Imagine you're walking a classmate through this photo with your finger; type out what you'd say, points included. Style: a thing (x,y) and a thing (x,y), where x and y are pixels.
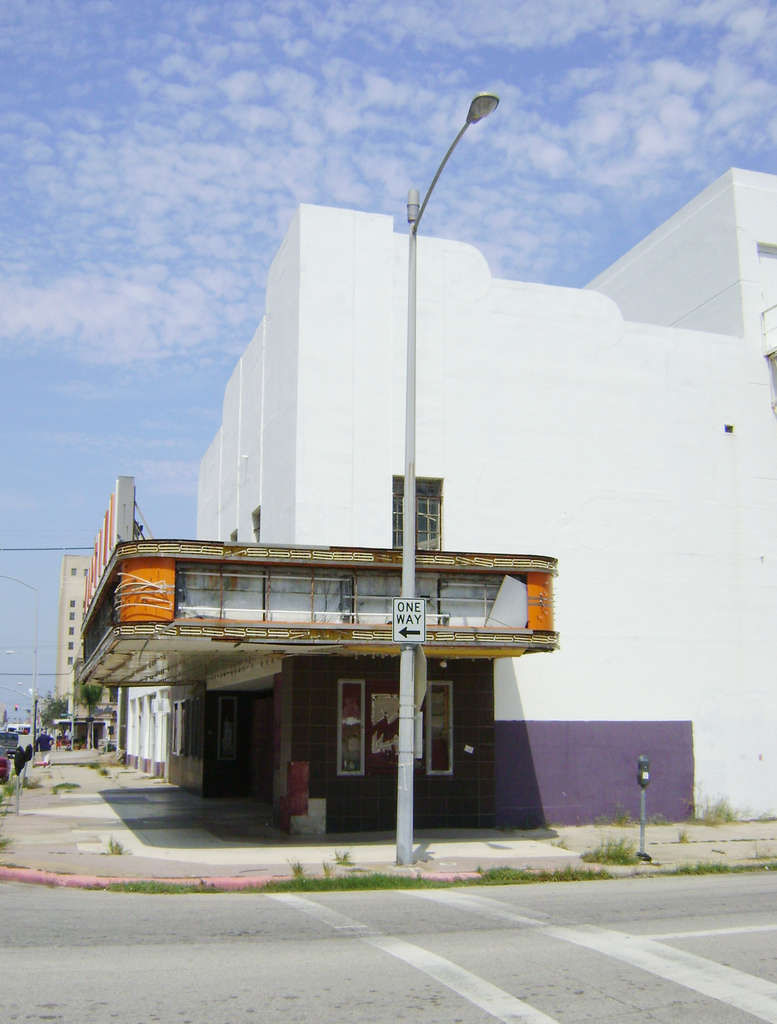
In this picture we can see few buildings (421,567), sign board (397,613) and poles (406,582), and also we can find few plants (2,802) on the pathway (625,839), in the background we can find trees (56,698) and clouds (163,263).
